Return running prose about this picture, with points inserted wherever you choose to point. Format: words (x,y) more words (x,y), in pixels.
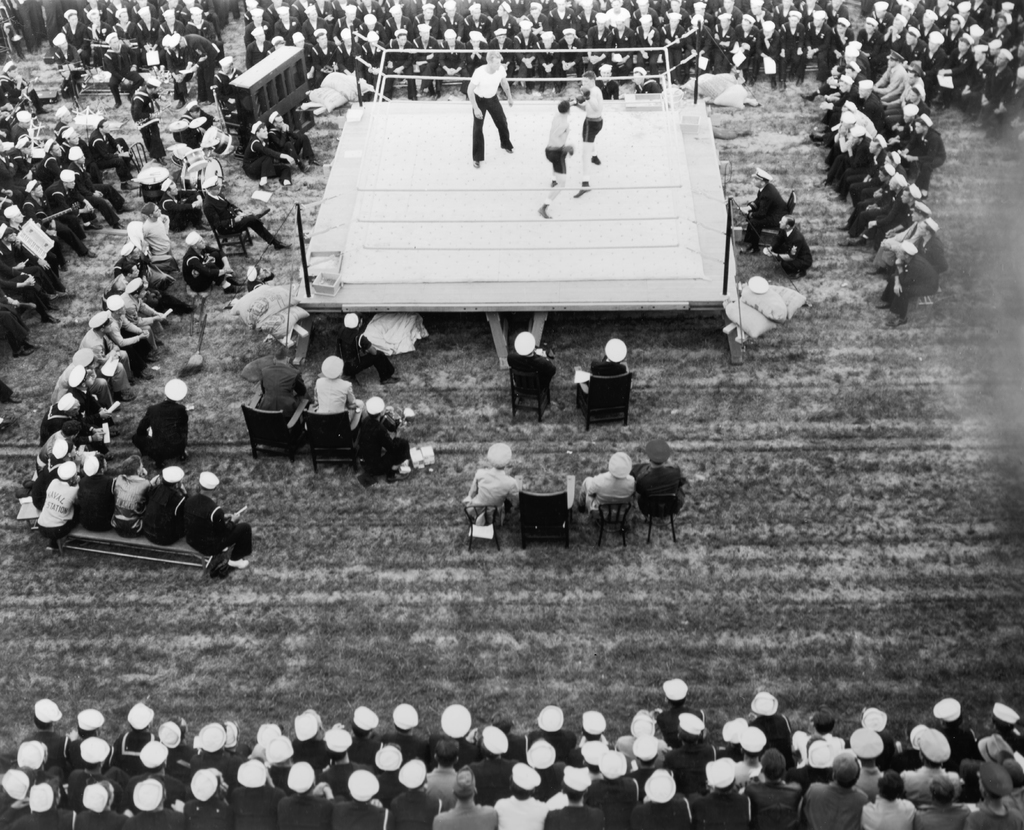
In this image there are group of people (96,355) sitting on chairs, and in the center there is a boxing ring (500,235). In the boxing ring (460,127) there are two people (556,122) boxing, and there is one person (486,105) standing and also we can see objects (285,107) and some chairs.
